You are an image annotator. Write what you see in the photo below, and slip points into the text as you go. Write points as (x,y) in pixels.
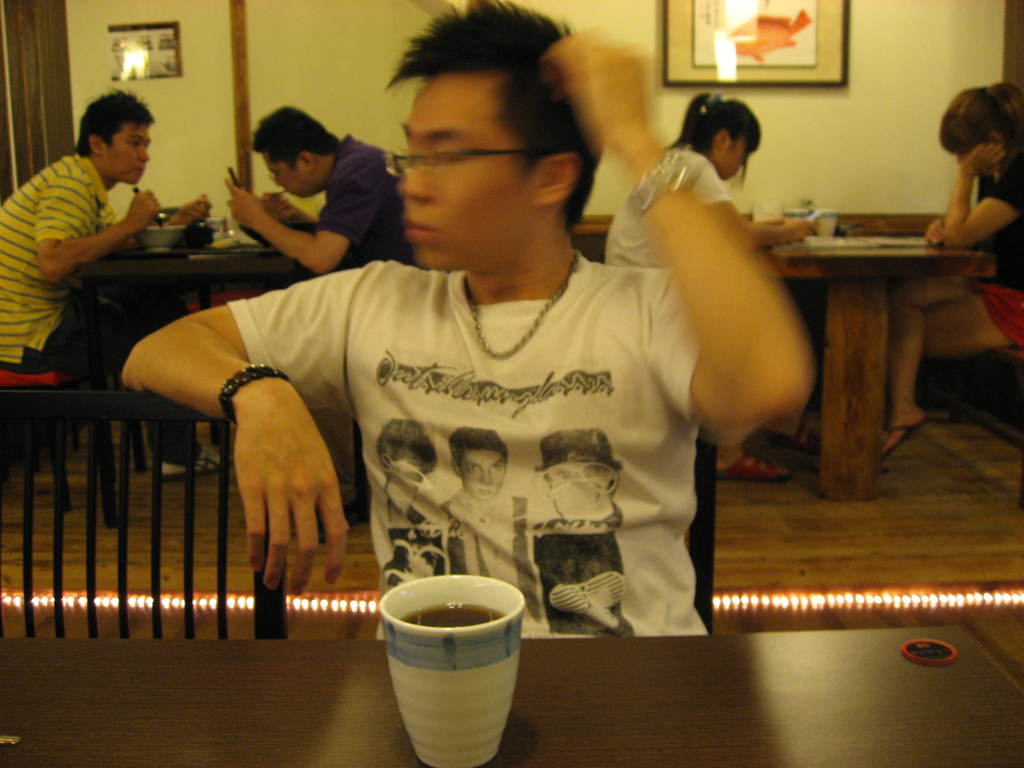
In the image we can see there are people (511,282) who are sitting on chair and on table (542,649) there is a glass of tea (459,697) and in bowl (153,237) there are food items (168,236) and people (138,203) are eating it with chopstick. On the wall (307,18) there are photo frames (762,62) the wall (287,76) is in white colour.
